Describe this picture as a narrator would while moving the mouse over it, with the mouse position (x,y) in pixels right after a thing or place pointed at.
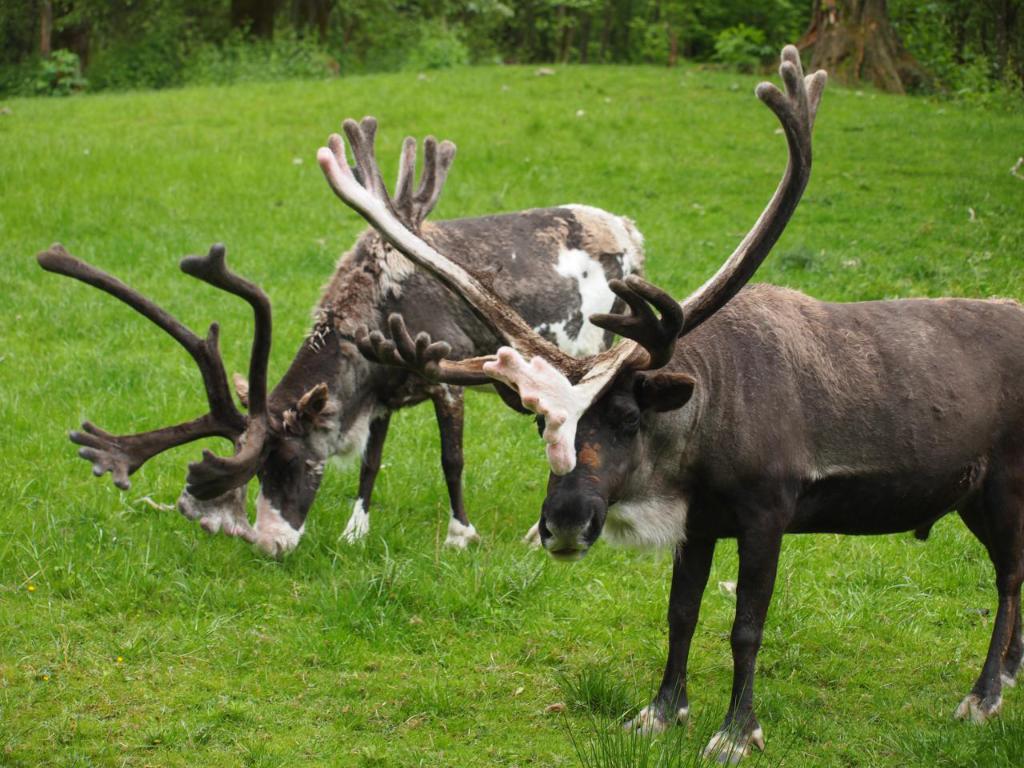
In this image I can see two animals (933,375), they are in brown and white color, one is eating. Background (385,6) I can see grass (462,140) and trees (481,46) in green color.
